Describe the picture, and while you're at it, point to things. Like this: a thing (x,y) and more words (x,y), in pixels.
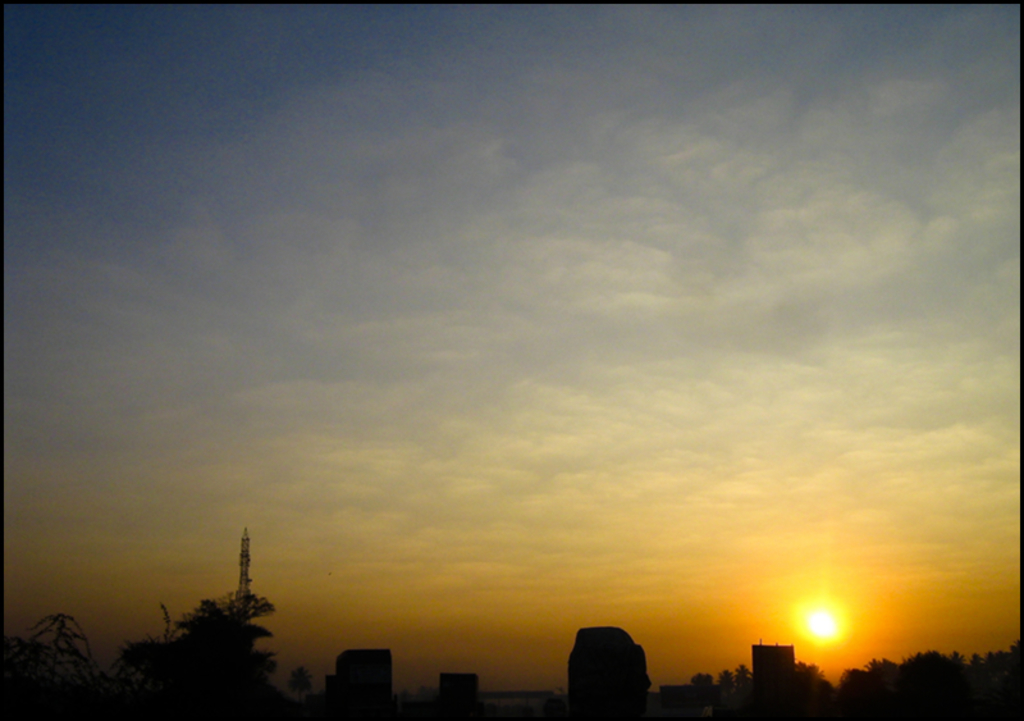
This image is taken outdoors. At the top of the image (477,221) there is a sky (596,479) with clouds (290,201) and sun (818,631). At the bottom of the image (272,674) there are a few buildings (574,669), trees (229,666), plants (143,706) and a tower (246,567).
